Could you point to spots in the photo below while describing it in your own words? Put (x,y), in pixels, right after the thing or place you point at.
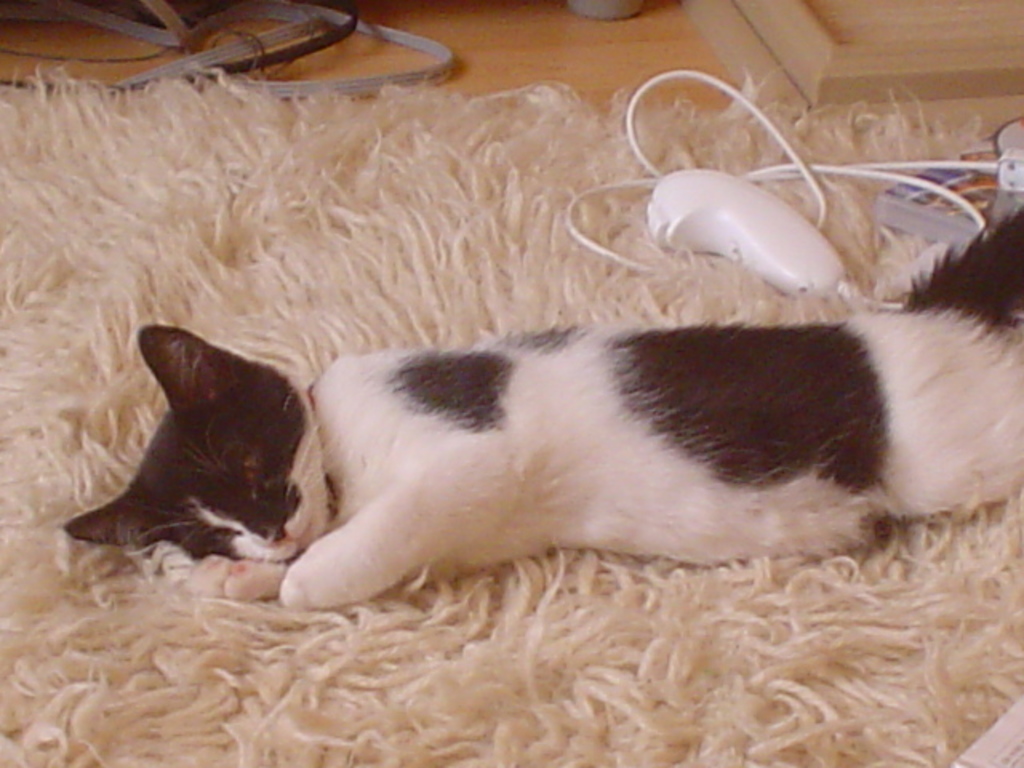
In this picture I can see a cat (588,492) on the mat (447,747) and I can see a book (918,204) and looks like a hand joystick (751,239) and I can see wires (413,82) on the floor (544,64).
